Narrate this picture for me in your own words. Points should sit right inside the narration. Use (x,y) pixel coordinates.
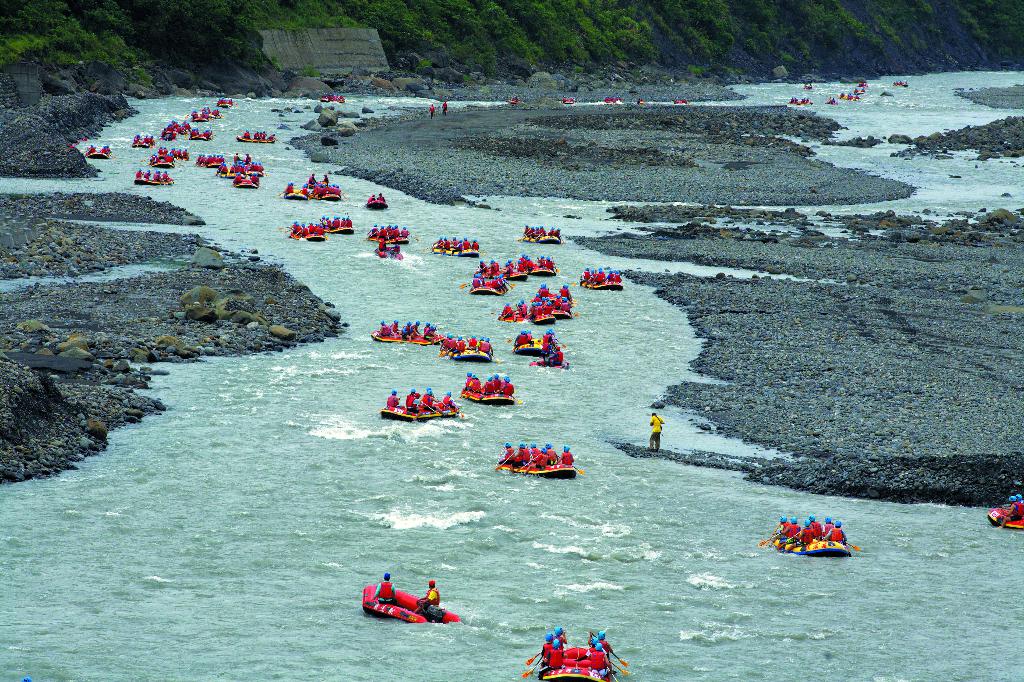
This image is clicked outside. There are trees (53,29) at the top (307,12). There is water (550,581) in the middle (584,341). This looks like river rafting. There are so many persons (450,338) in this image. They are wearing coats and helmets (343,218).
